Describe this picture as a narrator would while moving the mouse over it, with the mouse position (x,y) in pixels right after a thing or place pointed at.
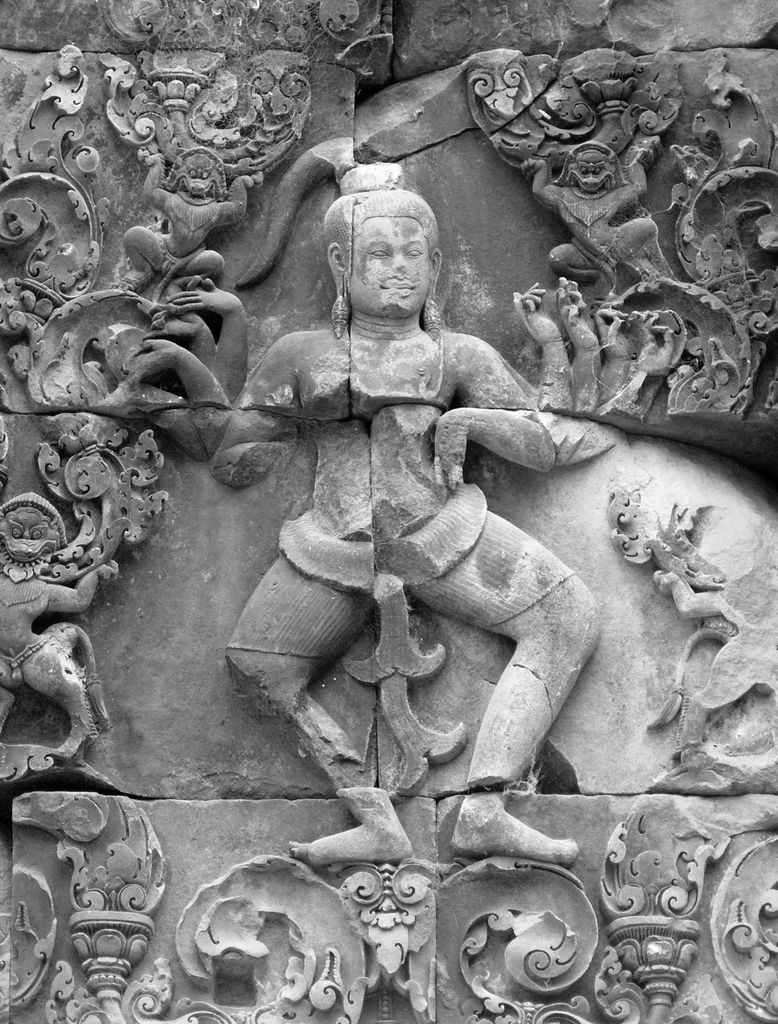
In this picture I see the sculptures (391,311) which are of white and grey in color.
